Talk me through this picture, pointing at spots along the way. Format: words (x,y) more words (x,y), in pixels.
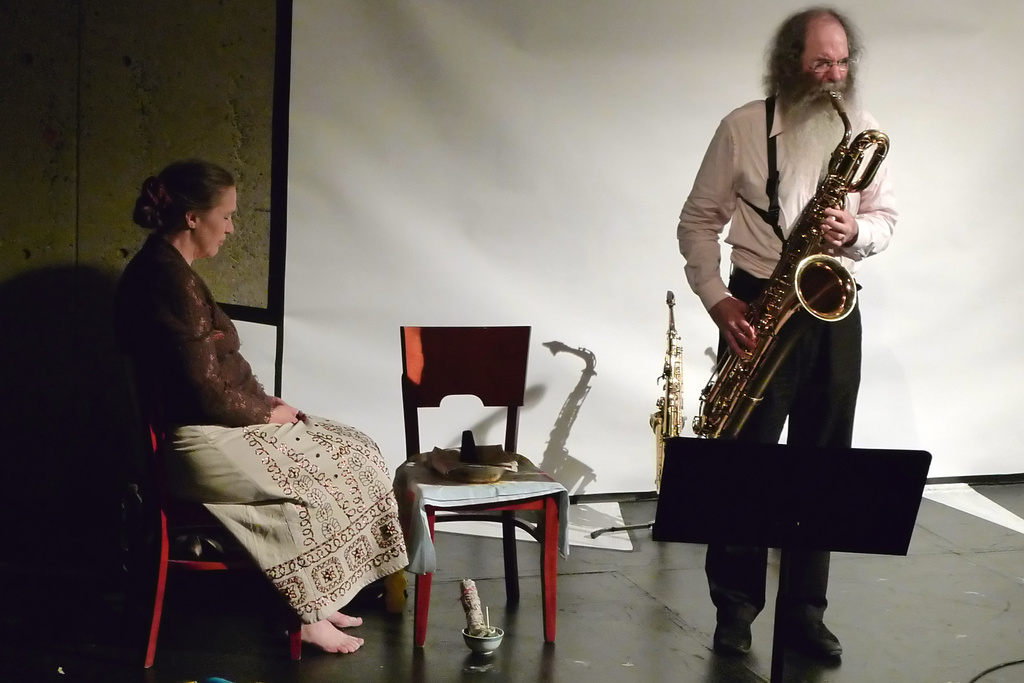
In this image I can see two persons (842,367). One of them is playing saxophone (802,292) and another one is sitting on the chair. In the background (569,127) there is a wall (536,293).
